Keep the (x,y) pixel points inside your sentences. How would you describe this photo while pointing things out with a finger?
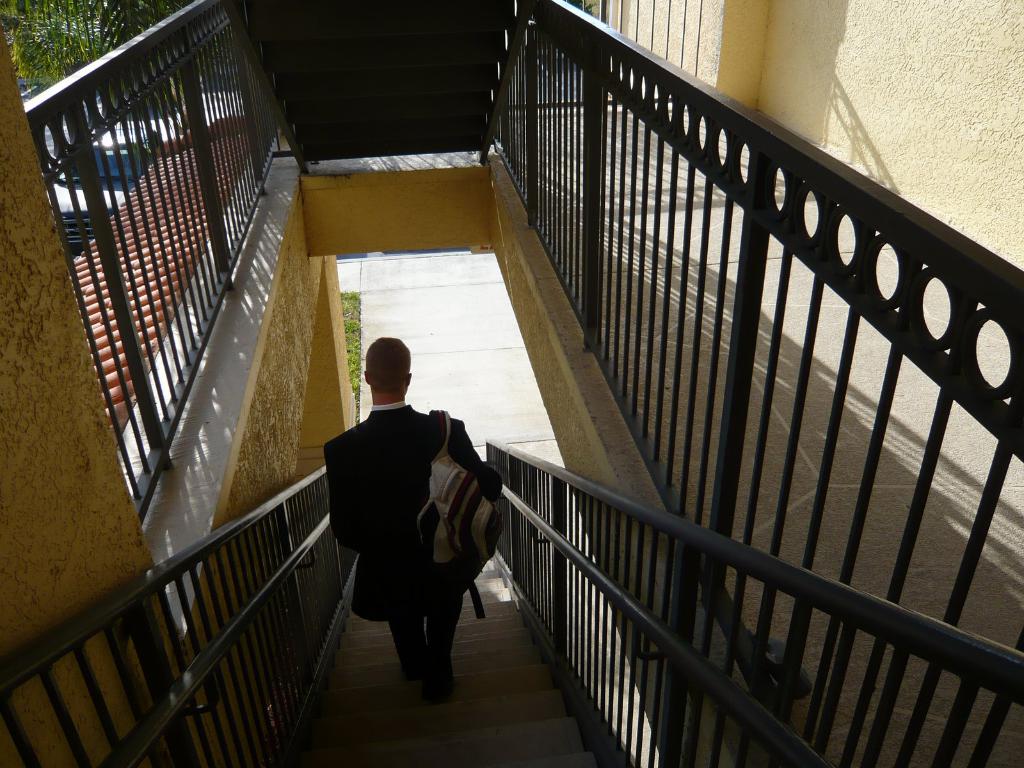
In this image I can see a person (400,536) wearing black colored dress (412,546) is standing on the stairs (394,682), the railing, the wall (972,65), the ground (430,302), the car (115,163) on the ground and few trees (90,42) which are green in color.
